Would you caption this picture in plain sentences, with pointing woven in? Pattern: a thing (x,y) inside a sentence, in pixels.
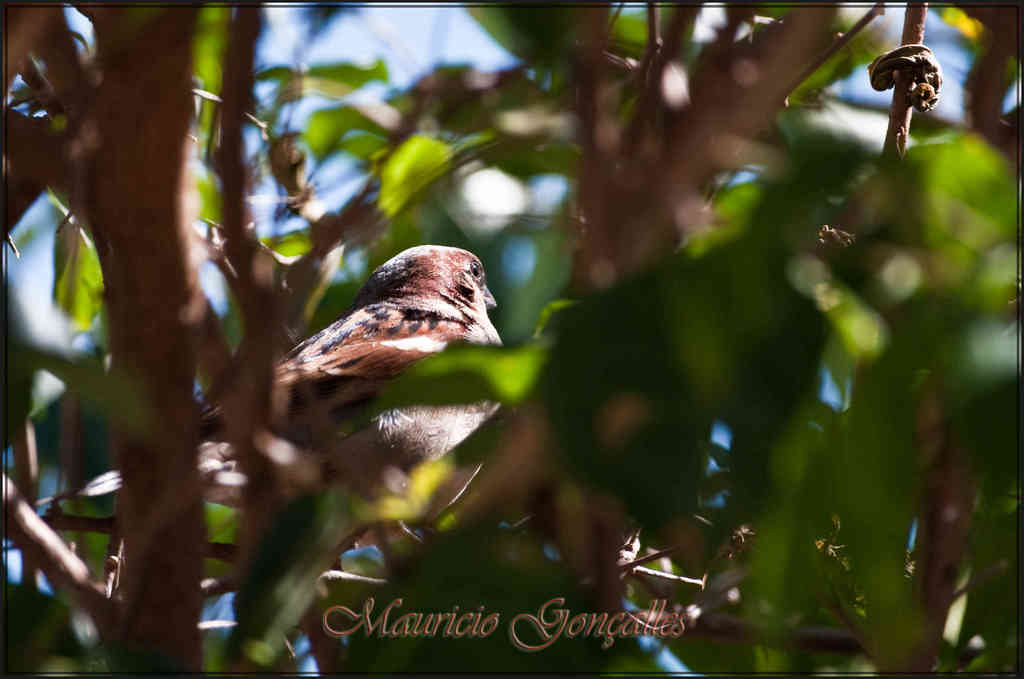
In this image we can see one bird (469,421), tree (516,323), we can see the sky (417,29) and written text (453,631) at the bottom (434,626).
